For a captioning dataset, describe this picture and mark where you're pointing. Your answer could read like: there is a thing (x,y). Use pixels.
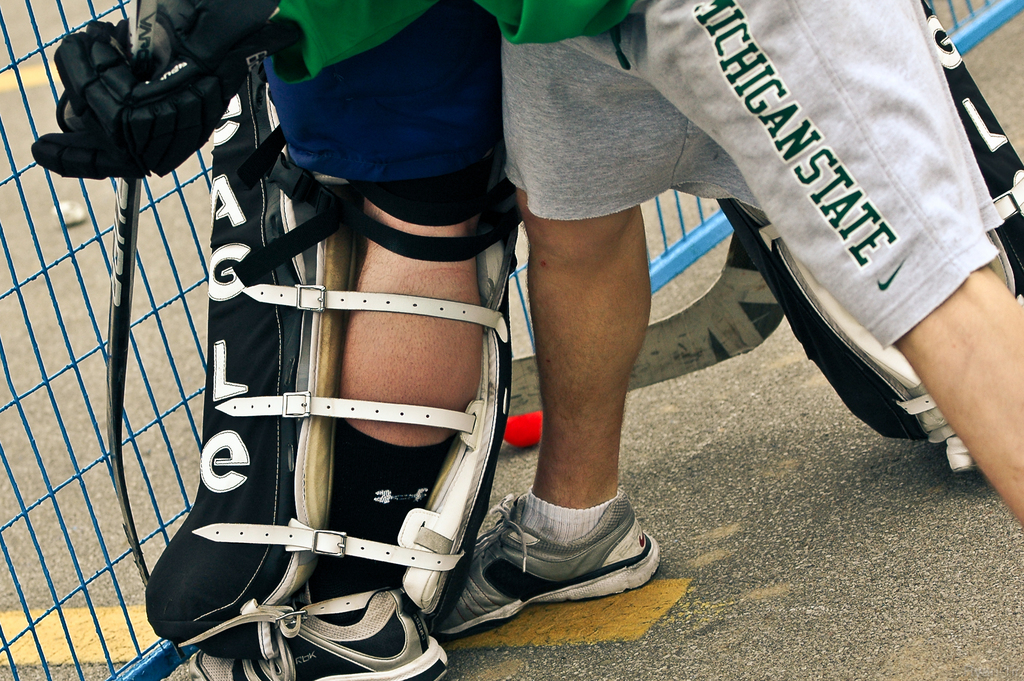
In this image there are legs (638,262) of two people (638,262), one of them is wearing pads (341,405) on his legs (358,369) and one of them is holding a stick (123,280) in his hand (136,109) is wearing gloves (106,103), behind there is a metal rod mesh fence (111,308) and there is some object (694,330) on the surface (526,452).
